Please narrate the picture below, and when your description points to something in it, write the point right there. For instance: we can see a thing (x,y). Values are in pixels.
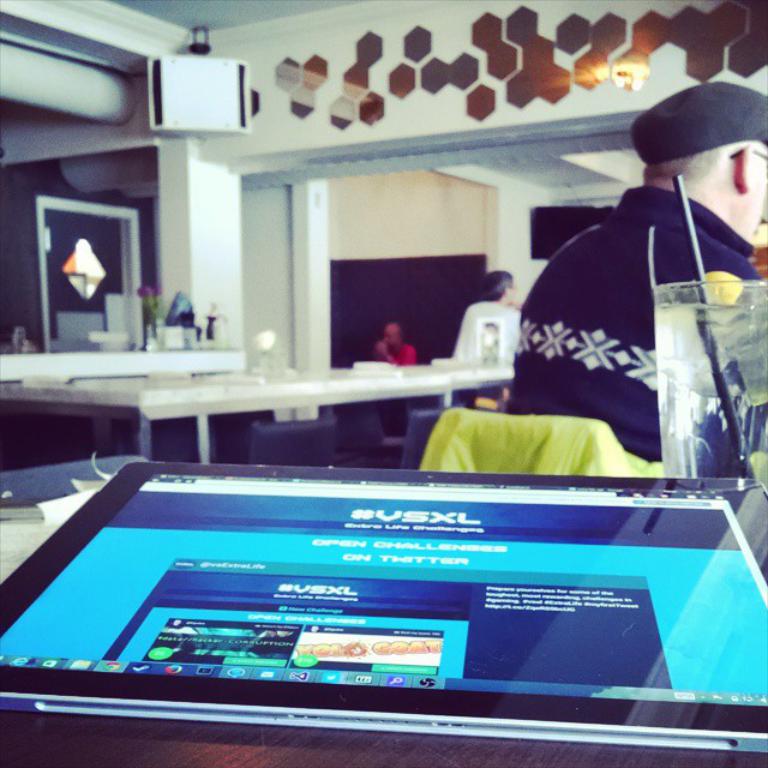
In this image we can see three persons (568,384) sitting on the chair (558,418). On the table (221,733) there is a tab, glass (678,405). At the back side (215,268) we can see a pillar (225,250).
